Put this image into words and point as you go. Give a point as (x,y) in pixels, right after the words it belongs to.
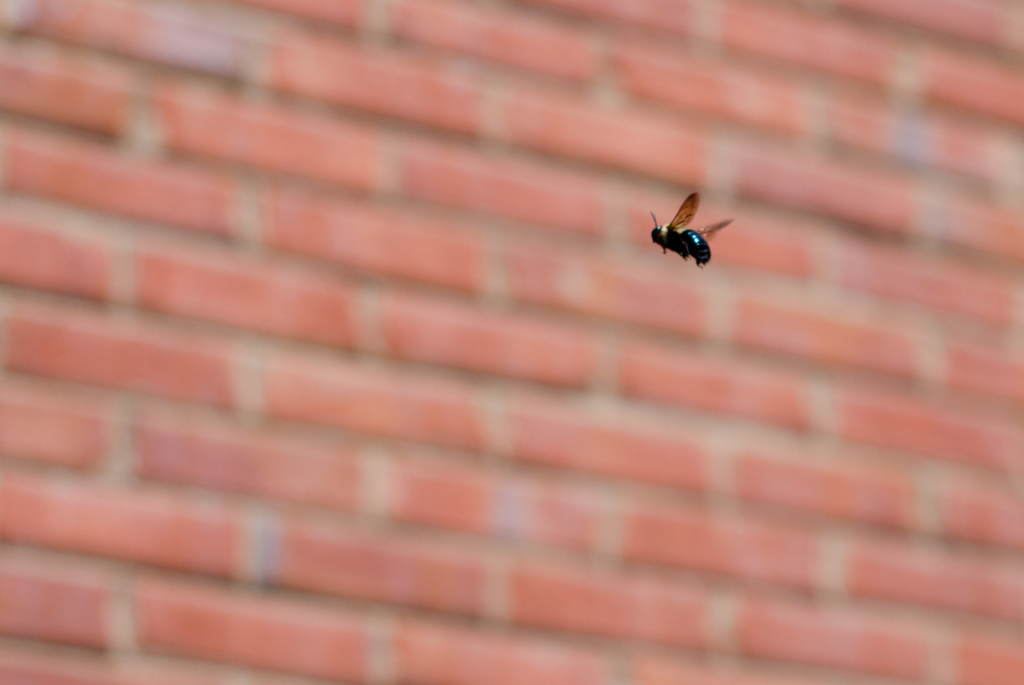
In this picture I can see an insect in the center (668,235) and I see that it is of black and brown color. In the background (592,153) I can see the wall (278,326) which is blurry.
